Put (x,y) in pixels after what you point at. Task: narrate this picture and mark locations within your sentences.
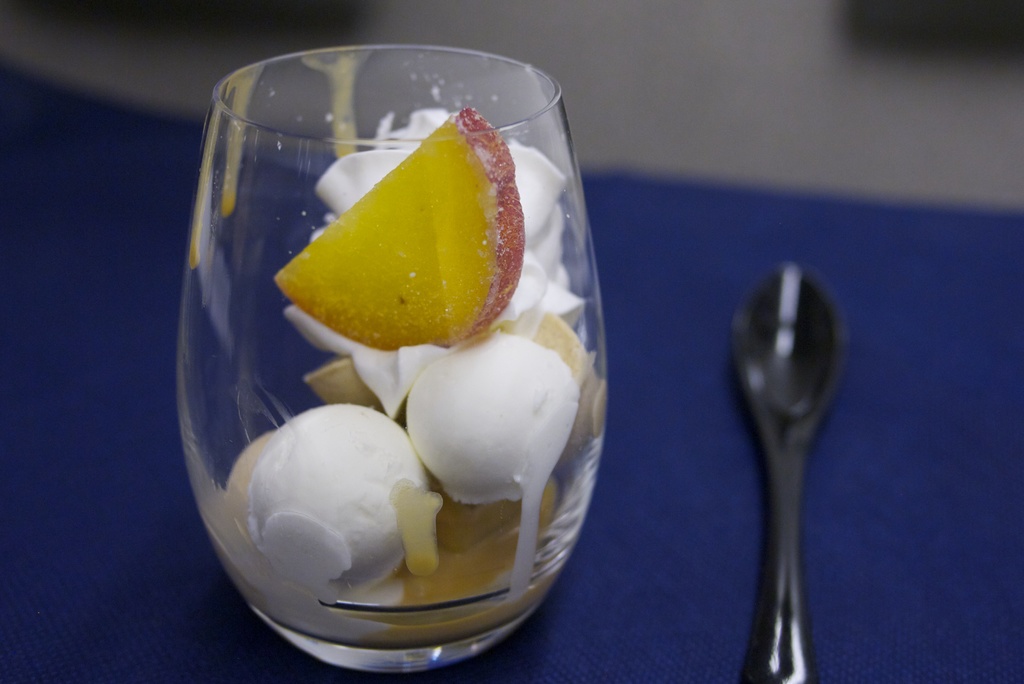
In this glass (292,630) there are ice cream scoops (476,411), apple slices (460,309), another fruit slices (404,182) which are placed inside the glass (378,368), beside glass (231,129) there is a spoon (805,406) on a table (722,391).
